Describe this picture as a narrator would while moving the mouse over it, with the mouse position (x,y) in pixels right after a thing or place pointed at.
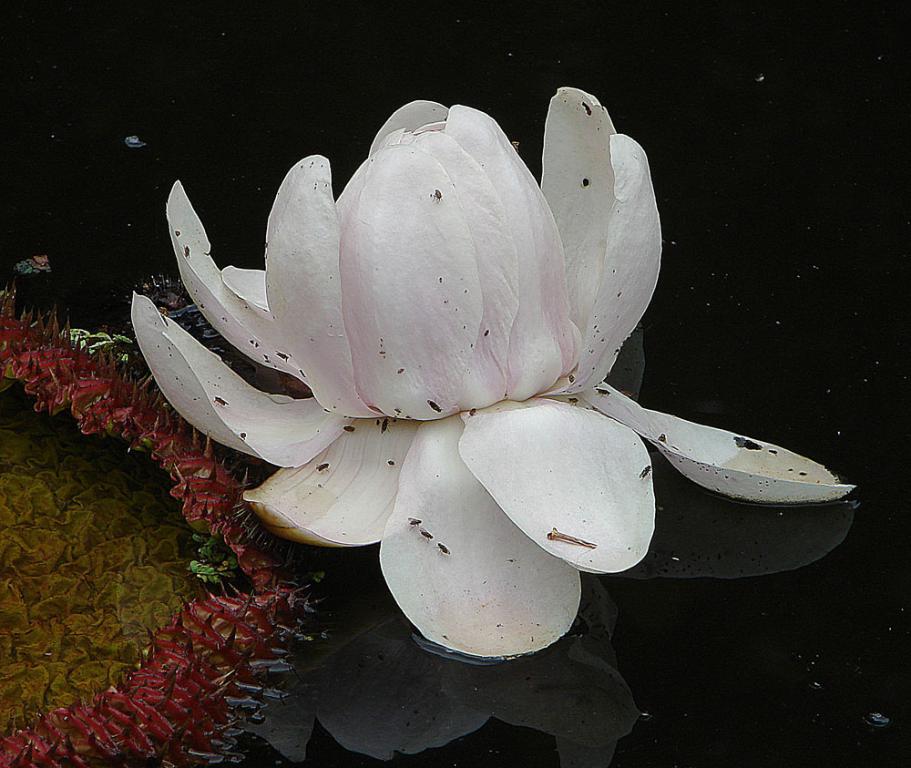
In this image we can see lotus (443,347) which is in white color in the water pond (529,702) and on left side of the image (74,570) we can see a leaf (159,586) which is in green and red color.
